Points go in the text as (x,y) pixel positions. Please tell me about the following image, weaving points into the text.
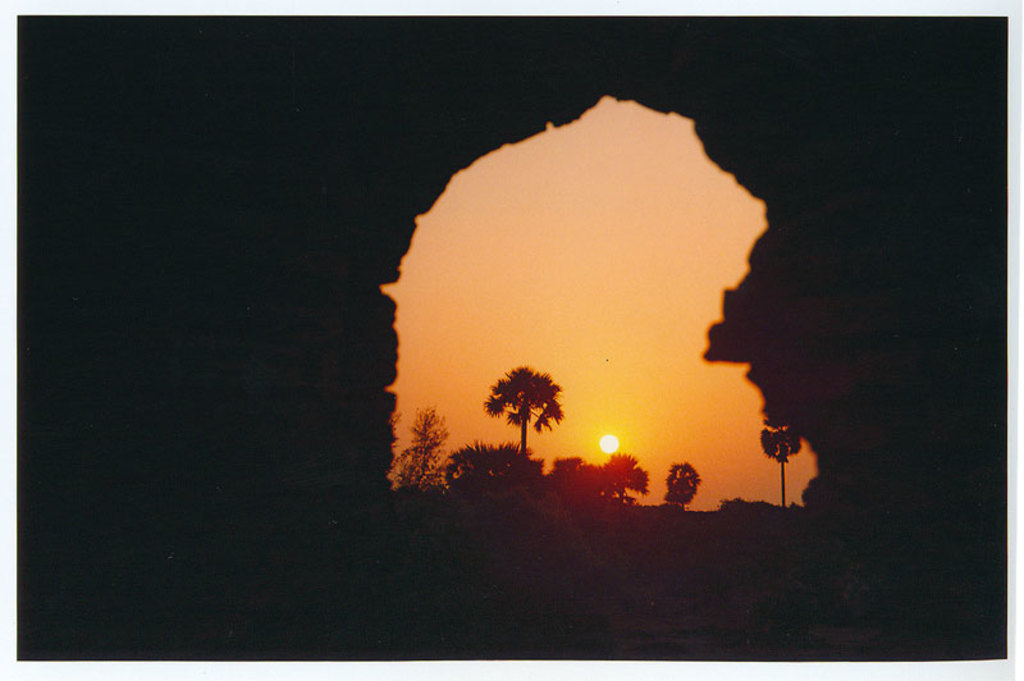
In this image I can see few trees (723,511), background I can see sun (614,439), and sky (654,308) is in orange and yellow color.
